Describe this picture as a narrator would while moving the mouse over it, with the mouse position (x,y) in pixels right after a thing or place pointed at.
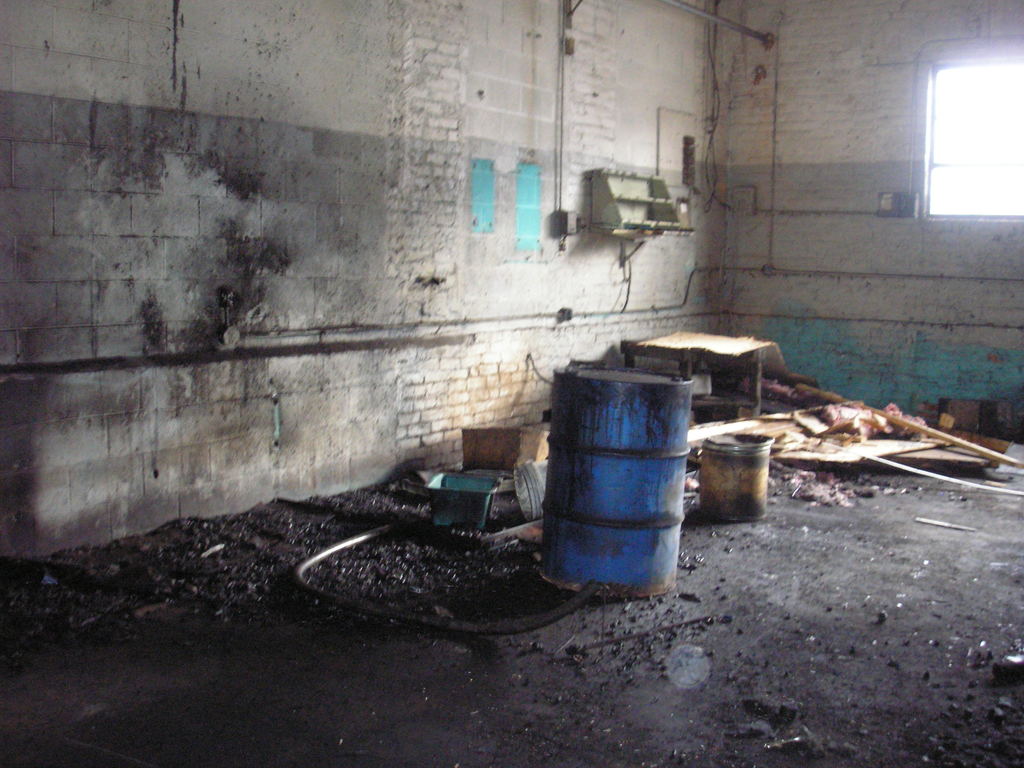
In the picture I can see a water drum (615,479), a plastic bucket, water pipeline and wooden table (728,342) on the ground (880,523). I can see a glass window (959,124) on the top right side (1006,150). I can see a metal stand (611,190) on the wall (603,138) and there is stainless steel pole (710,22) on the top right side (757,38).
